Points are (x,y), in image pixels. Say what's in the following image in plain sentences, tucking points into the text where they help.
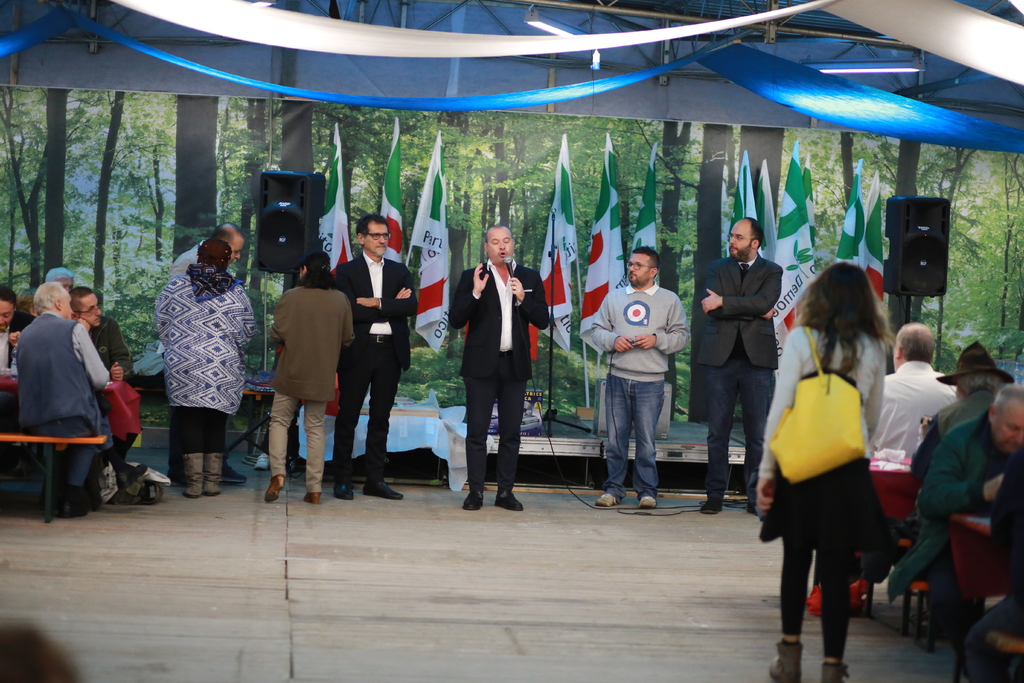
In this image there are group of persons (277,368) standing and sitting. In the center (490,339) there is a man (504,343) standing and speaking and holding a mic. In the background (275,218) there are flags (445,215), speakers (314,220), tents (518,104) and there is a painting (297,169) on the wall (530,155).
